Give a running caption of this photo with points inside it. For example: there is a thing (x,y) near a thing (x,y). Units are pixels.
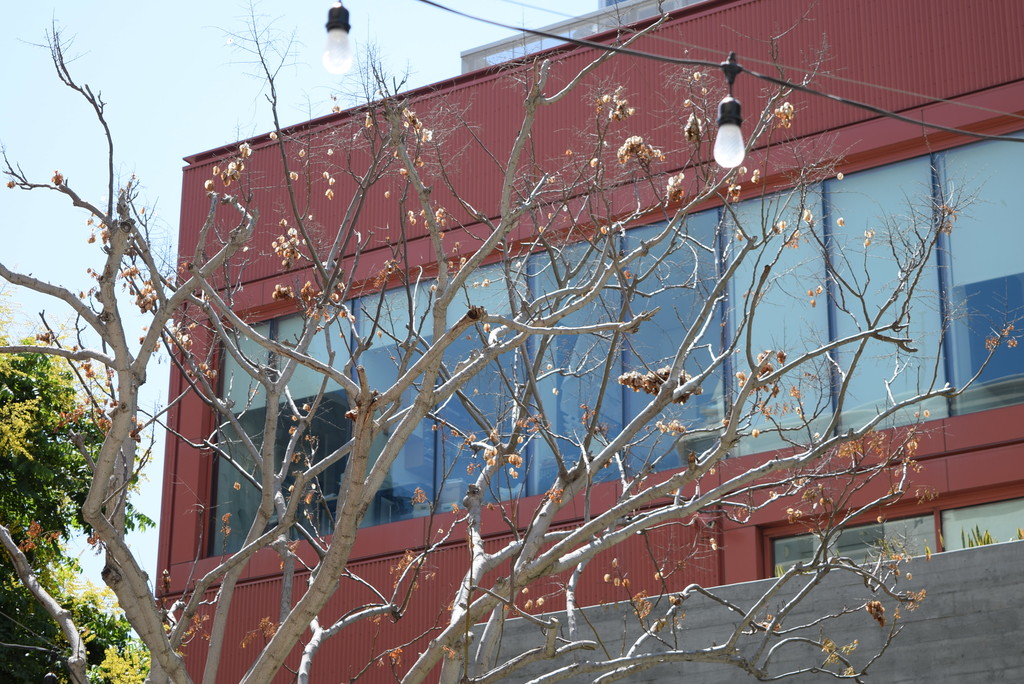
In this image, in the middle (434,341), we can see some trees (527,350), flowers (672,431). In the background (991,216), we can see a building (691,436), trees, glass window (1019,299), electric wires (730,85), bulb (721,148). At the top (180,51), we can see a sky (133,136).
